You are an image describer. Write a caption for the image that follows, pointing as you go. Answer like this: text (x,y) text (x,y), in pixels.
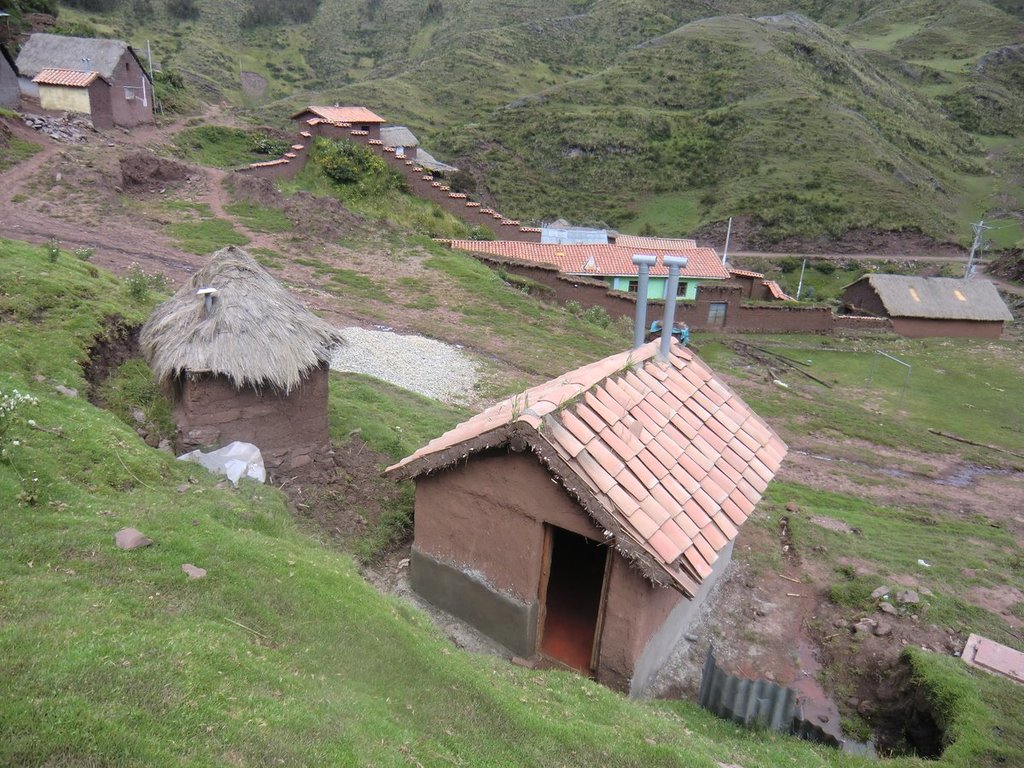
In this image we can see a group of buildings (876,313) with windows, roofs (892,287) and some pipes (639,290). At the bottom of the image (398,517) we can see grass (251,650), a sheet (767,697) and water (860,743). In the background (985,245), we can see some poles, trees (17,8) and hills (711,80).
